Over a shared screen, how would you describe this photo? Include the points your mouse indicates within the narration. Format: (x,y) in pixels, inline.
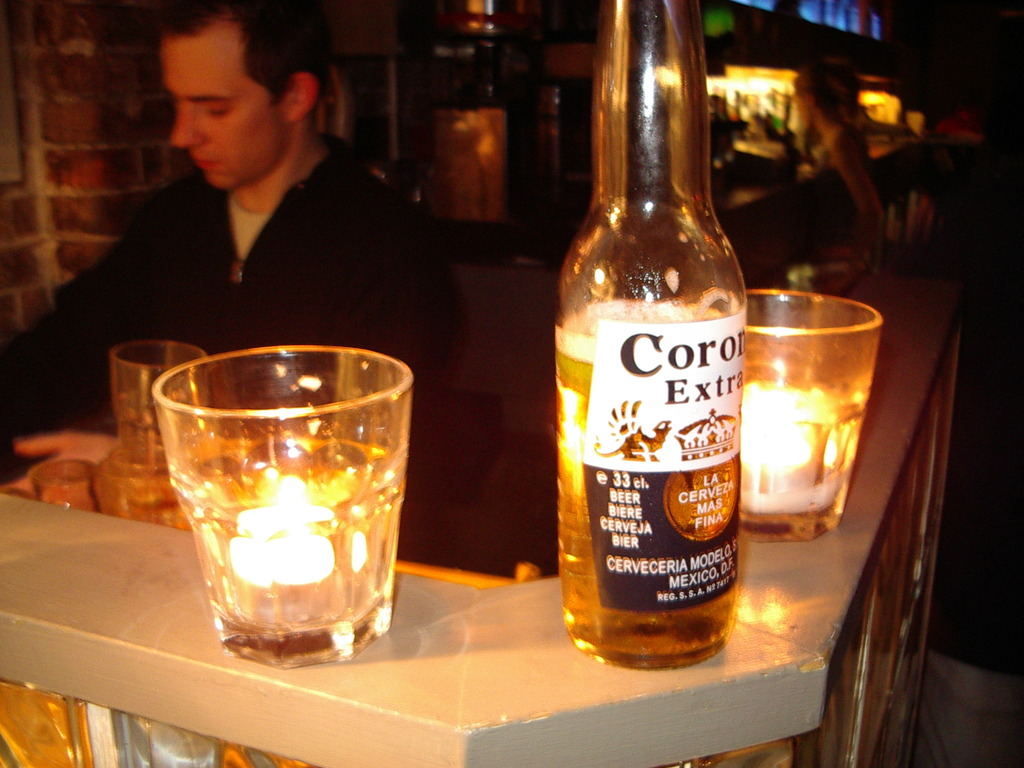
In this image we have a man (327,273) who is wearing a black colour jacket (272,286) and we have a glass bottle (668,378) and few glasses (218,542).
